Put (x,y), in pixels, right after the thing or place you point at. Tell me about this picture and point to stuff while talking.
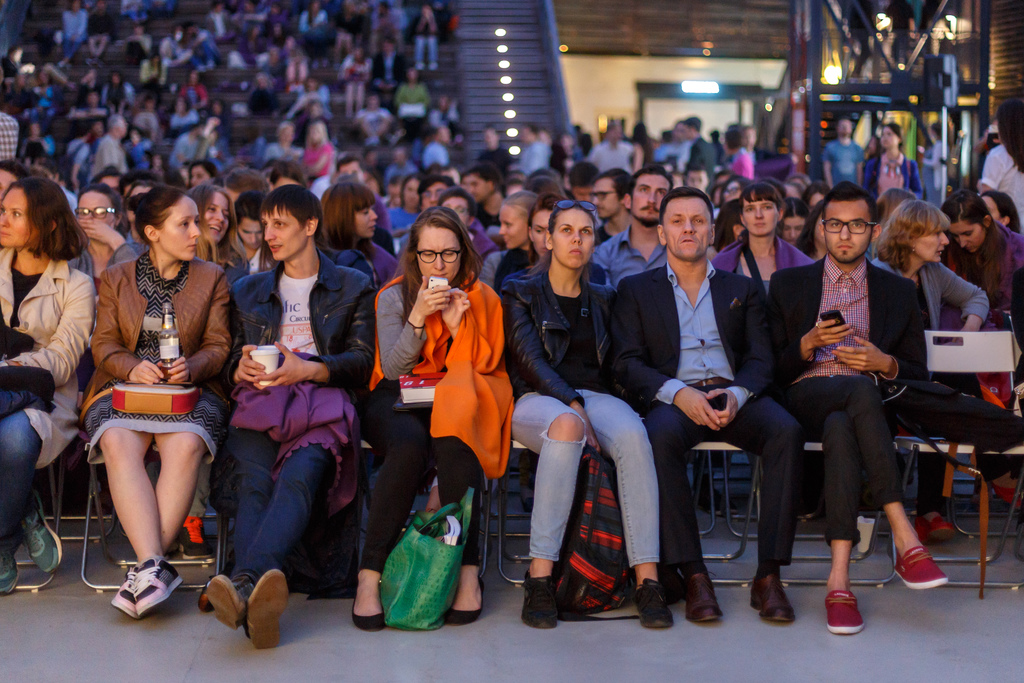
This image is taken in the auditorium (364,160). In this image there are so many people (262,168) who are sitting in the chairs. At the top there are lights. There are so many people (723,179) who are doing their own work. In the middle (432,350) there is a girl (430,359) who is sitting in the chair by holding the mobile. At the bottom (421,546) there is a bag (425,553). On the left side (161,373) there is another woman (127,366) who is sitting on the chair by holding the glass bottle (161,355) and a box (128,406). On the right side (850,334) there is a man (839,353) who is holding the mobile (828,313).
